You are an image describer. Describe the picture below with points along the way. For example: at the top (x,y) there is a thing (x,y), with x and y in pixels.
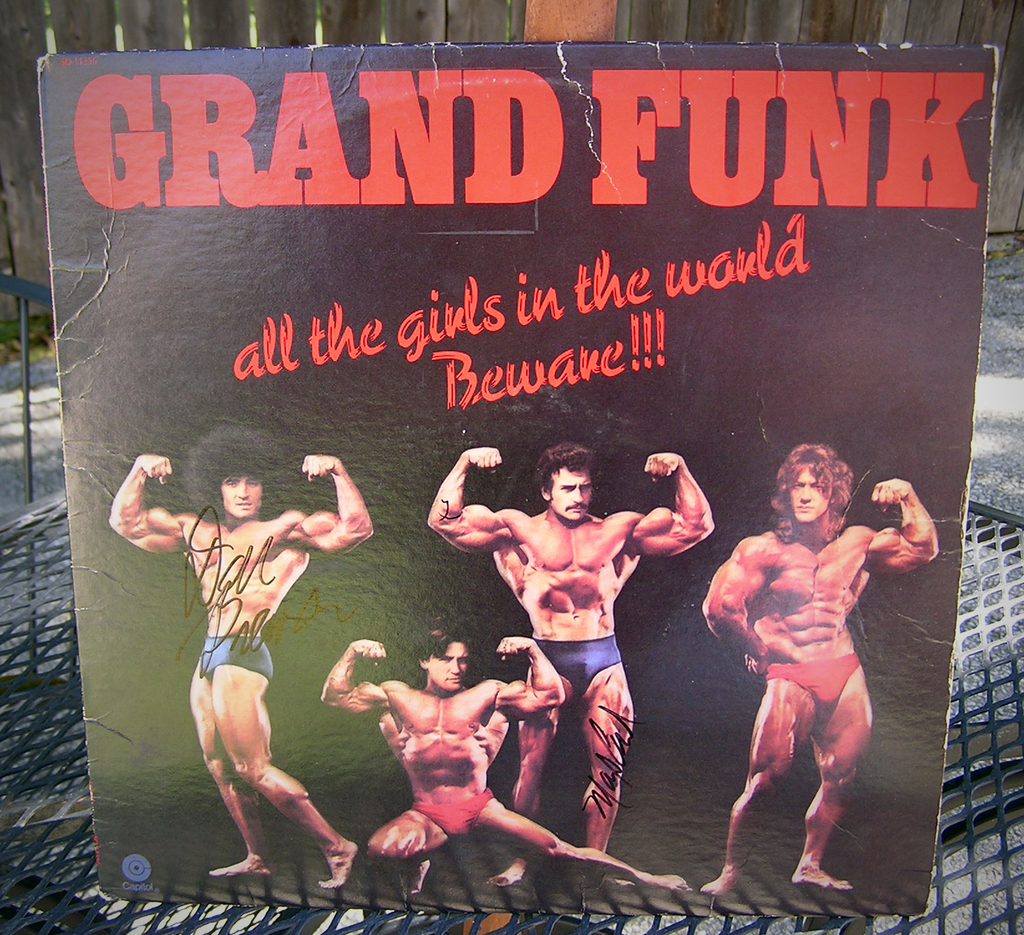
In this image I can see a black color board (133,385) which is placed on a net (41,783). On this board (216,266) I can see some text (312,168) in red color and also I can see the images (241,650) of four men (548,695). Three are standing and one is sitting. On the top of the image (523,21) there is a fencing (420,34) and I can see the ground (1003,370).
